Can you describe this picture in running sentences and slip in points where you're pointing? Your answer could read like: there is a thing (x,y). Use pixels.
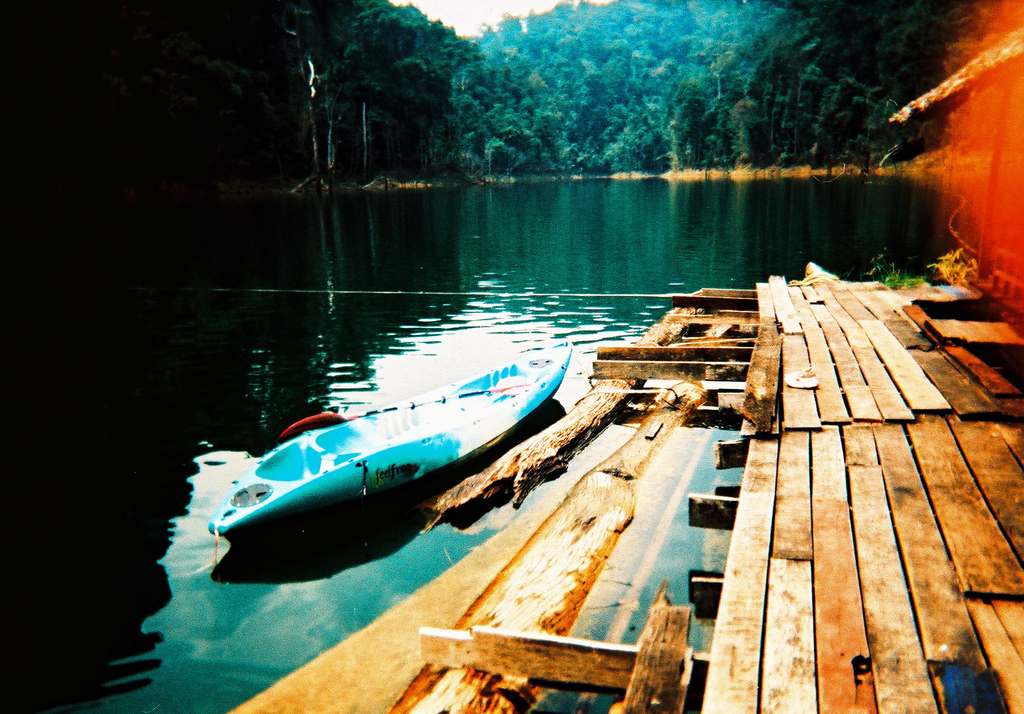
In this image I can see the wooden surface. To the side I can see the boat (364,472) which is in white and blue color. In the background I can see many trees (485,57) and the sky (470,14).
